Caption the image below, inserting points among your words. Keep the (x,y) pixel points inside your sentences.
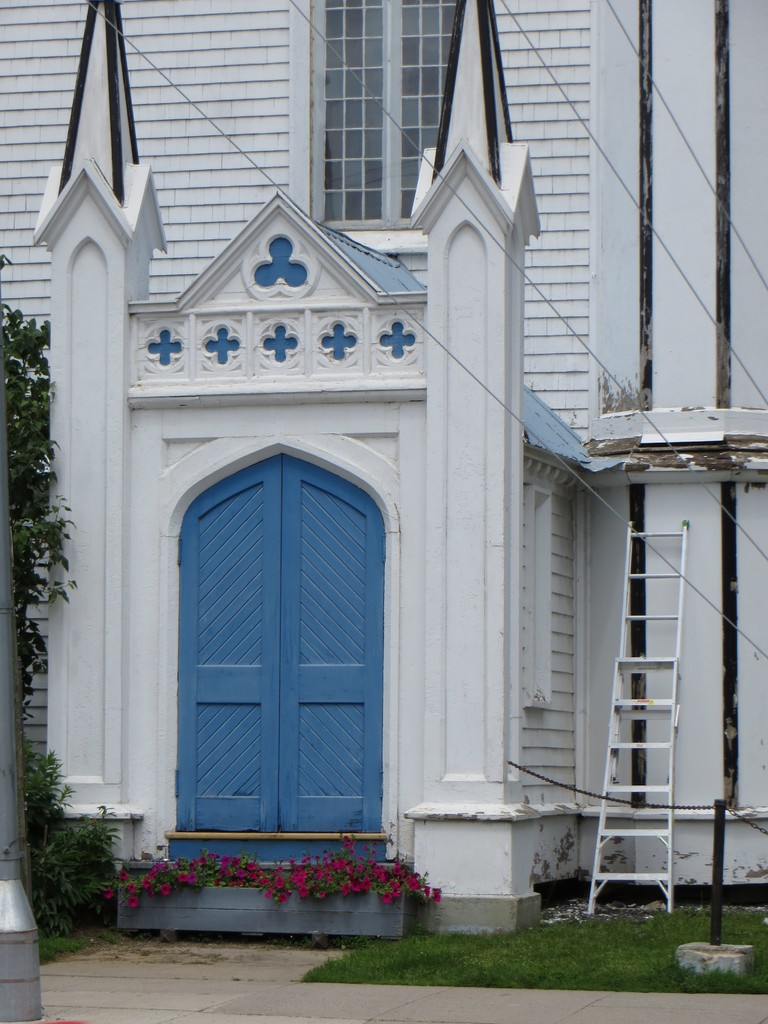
In this image we can see there is a building (447,493) and a potted plant (322,919). At the side there is a ladder (624,650), pole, trees (12,496) and grass (415,969).
